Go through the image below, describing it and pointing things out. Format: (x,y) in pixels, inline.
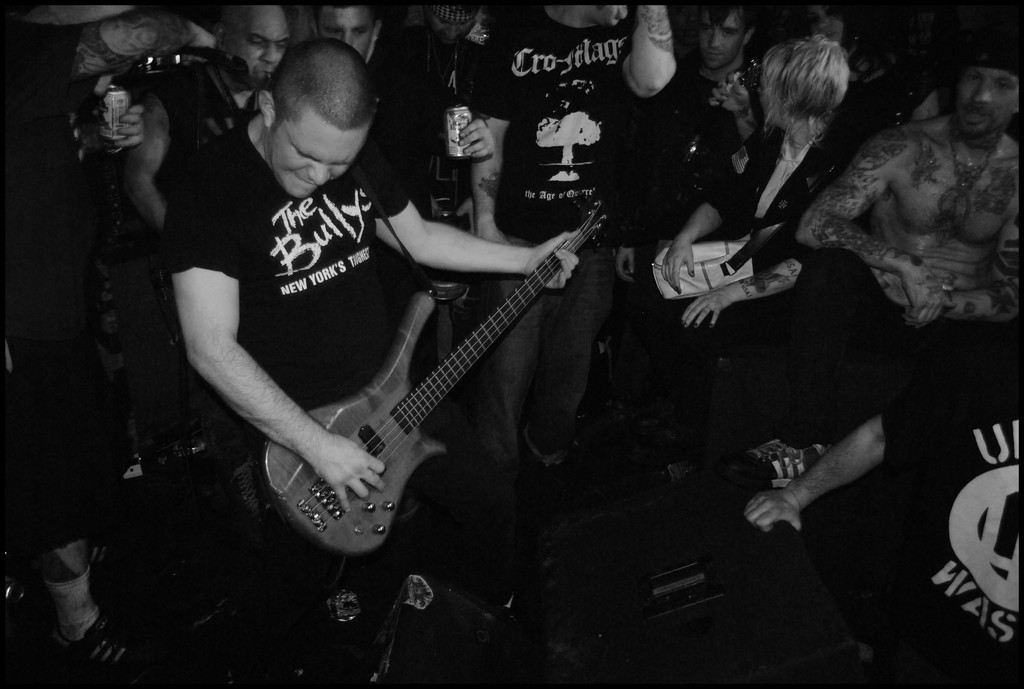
There are group of people (361,211) in the image. On left side (329,306) there is a man (340,159) standing and playing a guitar (355,500), on bottom (704,548) we can also see a speaker (683,607).
